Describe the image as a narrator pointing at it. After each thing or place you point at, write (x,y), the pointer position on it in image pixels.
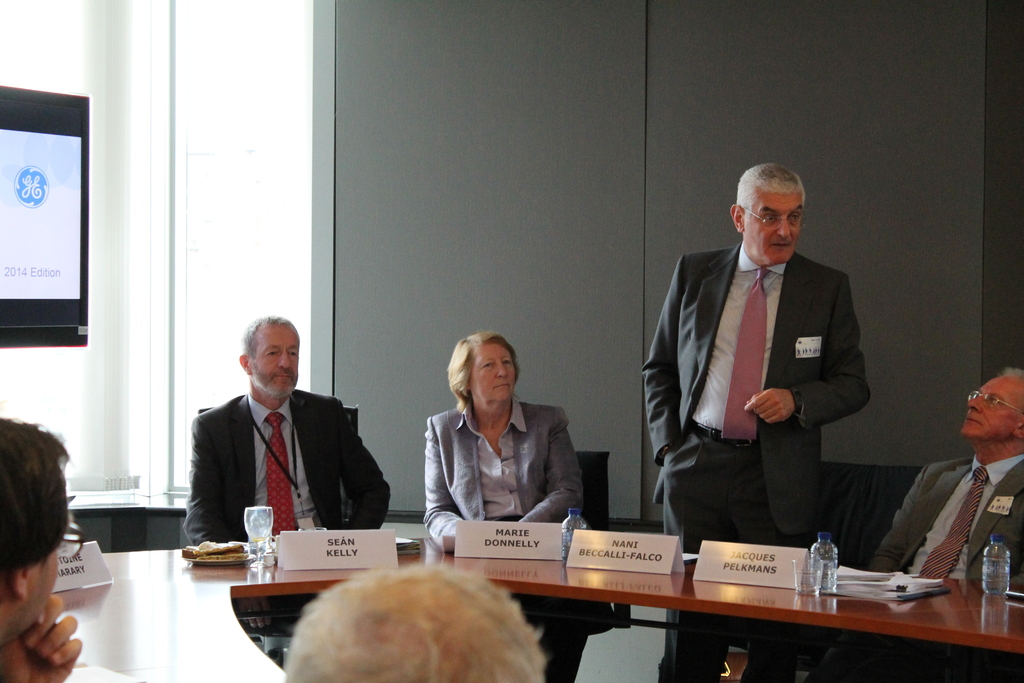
In this picture we can observe some members (380,494) sitting around the conference table (179,641). There are glasses (799,567), water bottles (822,568) and name boards (737,575) on the table (652,589). There were men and a woman (491,449). On the left side (36,242) we can observe a screen (45,220). In the background (471,125) there is a wall (514,110).
